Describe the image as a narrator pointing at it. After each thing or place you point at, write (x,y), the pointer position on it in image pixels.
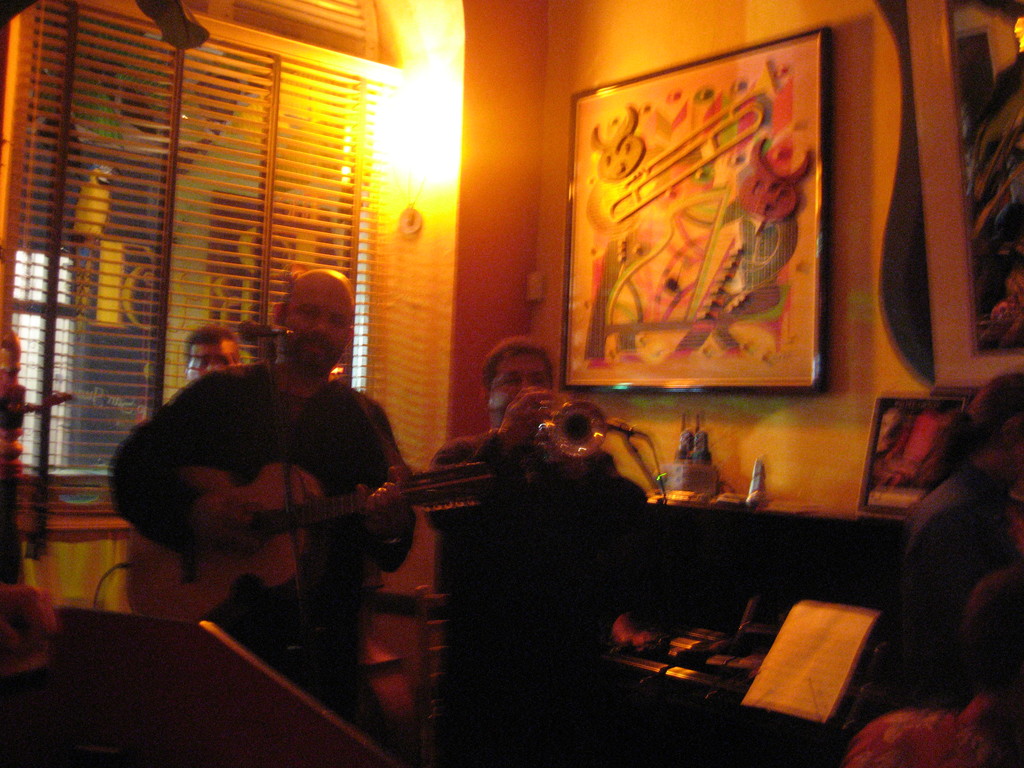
There are five people (205,426) in a room (511,249). On the right side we have a man (596,525). His playing trumpet (587,442). They both wear black color shirt (281,453). In the background (305,180) we can see some wall (390,174), window (215,221) and photo frame (675,268).
